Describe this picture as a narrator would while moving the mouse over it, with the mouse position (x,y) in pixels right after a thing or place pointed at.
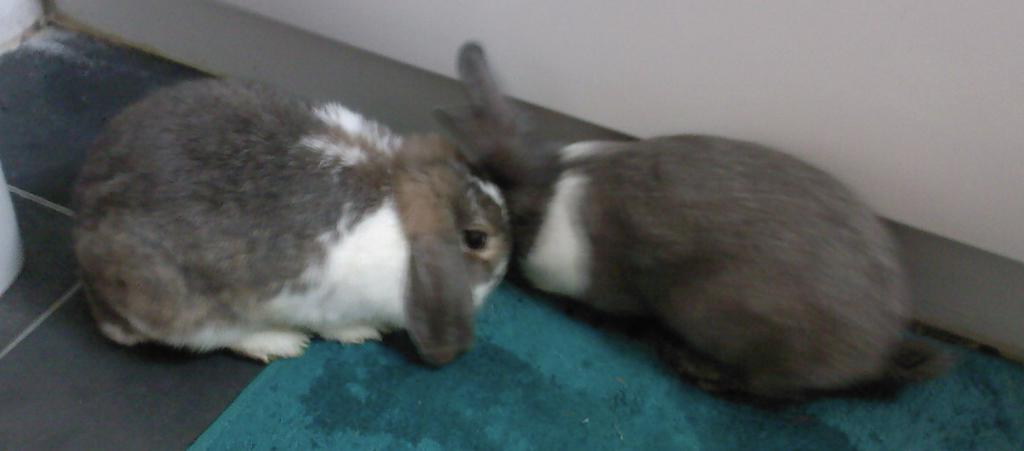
In this image I can see two animals (536,276), they are in gray and white color. In front (279,384) I can see the cloth (323,402) in green color, background (690,20) the wall (711,52) is in white color.
